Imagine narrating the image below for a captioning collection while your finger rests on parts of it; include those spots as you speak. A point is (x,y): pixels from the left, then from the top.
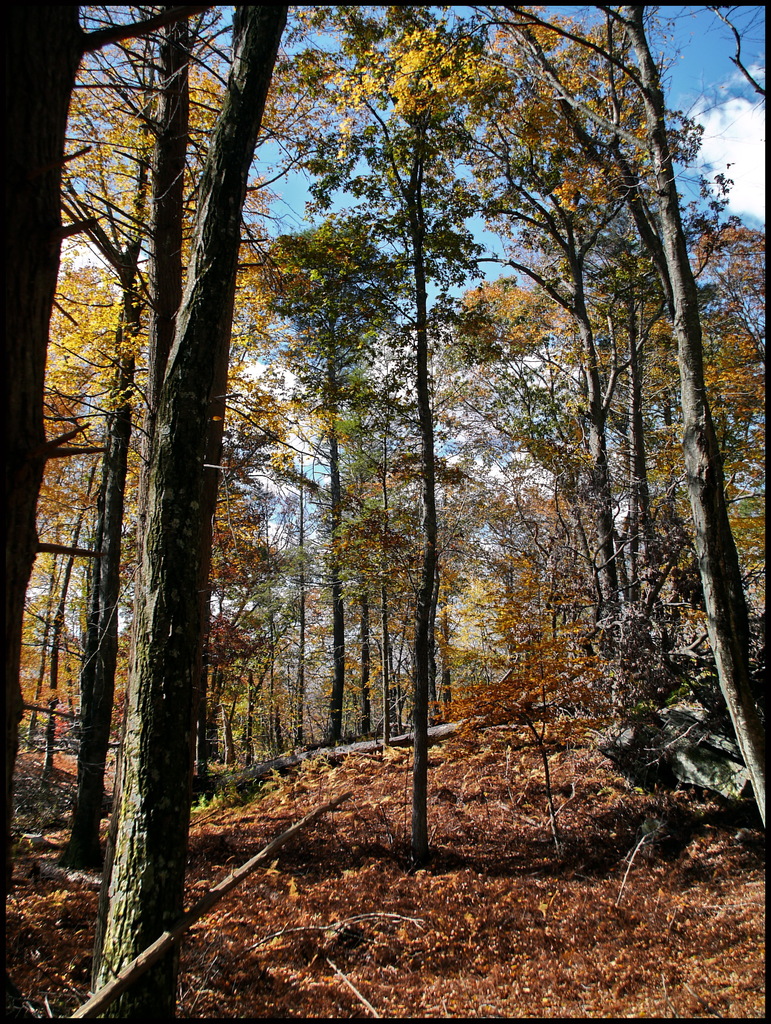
In the image there are many trees (137,665). And on the ground (391,942) there are leaves (528,990). In the background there is a sky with clouds (728,162).
